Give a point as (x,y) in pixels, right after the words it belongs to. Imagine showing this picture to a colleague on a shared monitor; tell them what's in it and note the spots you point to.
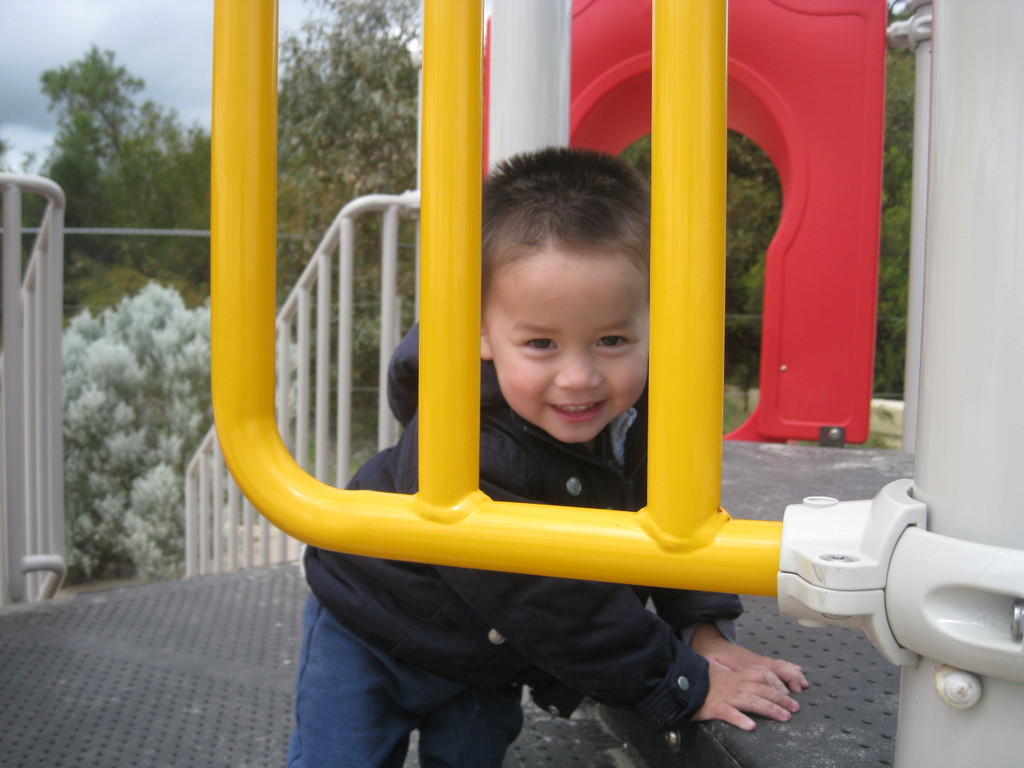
In this image we can see a kid (585,470), there are handrails (339,532), there is a red colored objects (617,142), there are trees (414,241), also we can see the sky (141,102).
